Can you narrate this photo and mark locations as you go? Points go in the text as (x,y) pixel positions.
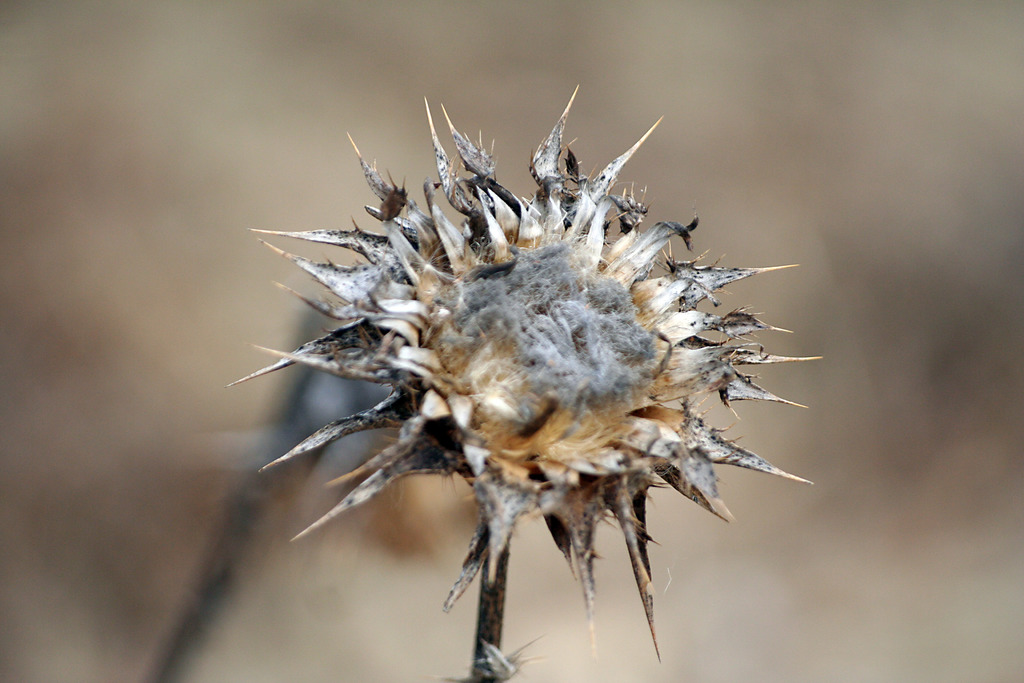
In this picture, there is a dried flower (547,349).
